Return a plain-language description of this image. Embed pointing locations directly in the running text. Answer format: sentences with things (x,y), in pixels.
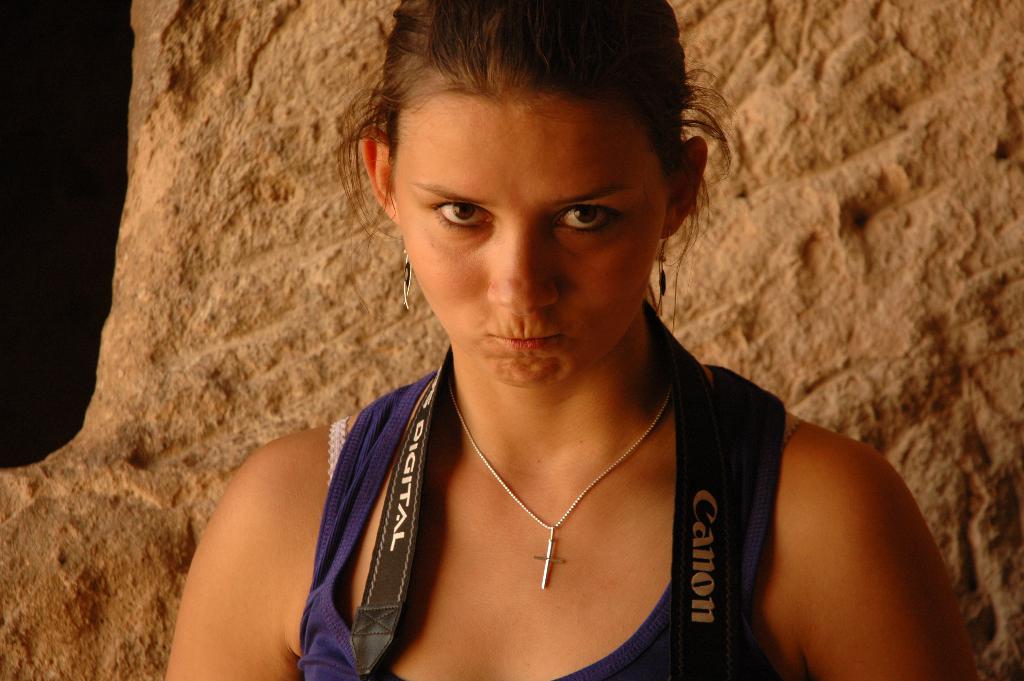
In this image we can see a person (501,161) and a rock (160,474) in the background (917,356).
